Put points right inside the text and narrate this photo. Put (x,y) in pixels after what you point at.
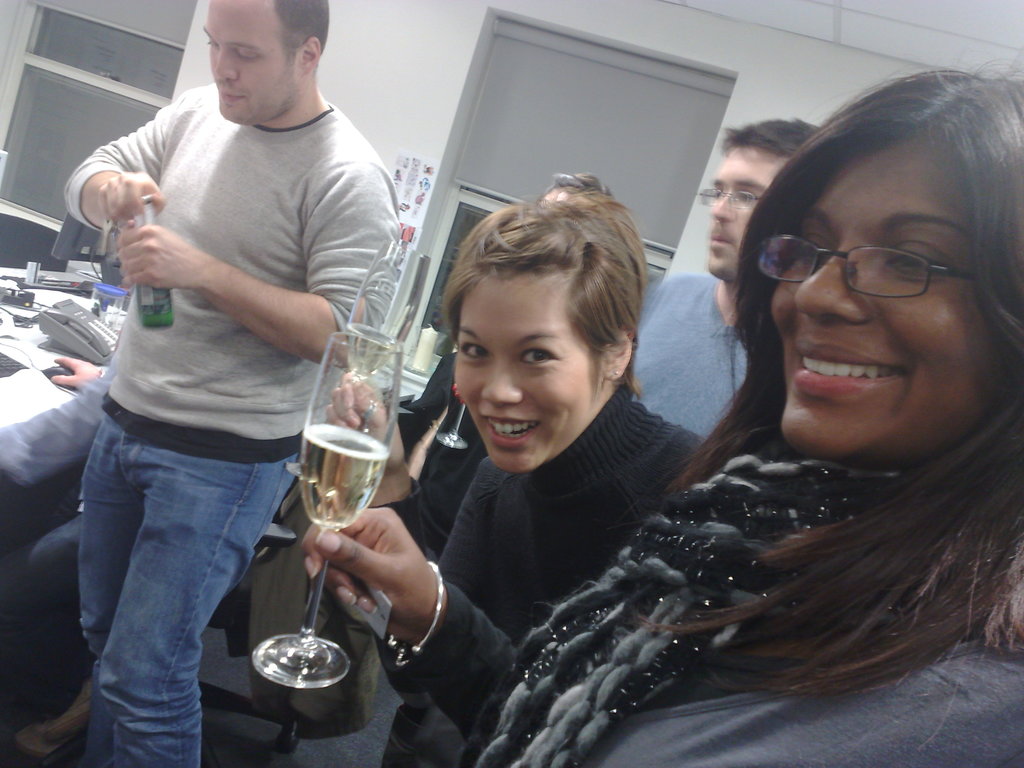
Here we can see a group of people (157,568) standing with glass of champagne (447,445) with them and at the left side (262,462) we can see a man (202,376) with a bottle (159,309) there is a table (65,393) and telephone (55,320) on it and there are Windows (39,75) present.
